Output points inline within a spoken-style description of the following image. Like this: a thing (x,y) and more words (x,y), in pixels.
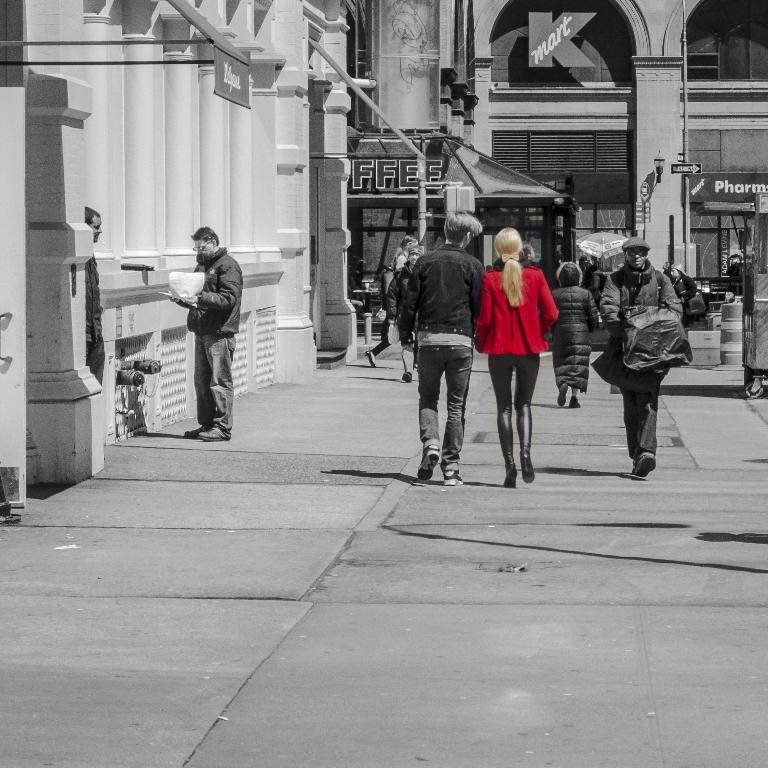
On the left side of the image (212,405) we can see a man (214,390) standing and holding papers (186,292), behind him there are people (574,359) walking. In the background (380,140) there are buildings (450,181) and boards (720,191).
